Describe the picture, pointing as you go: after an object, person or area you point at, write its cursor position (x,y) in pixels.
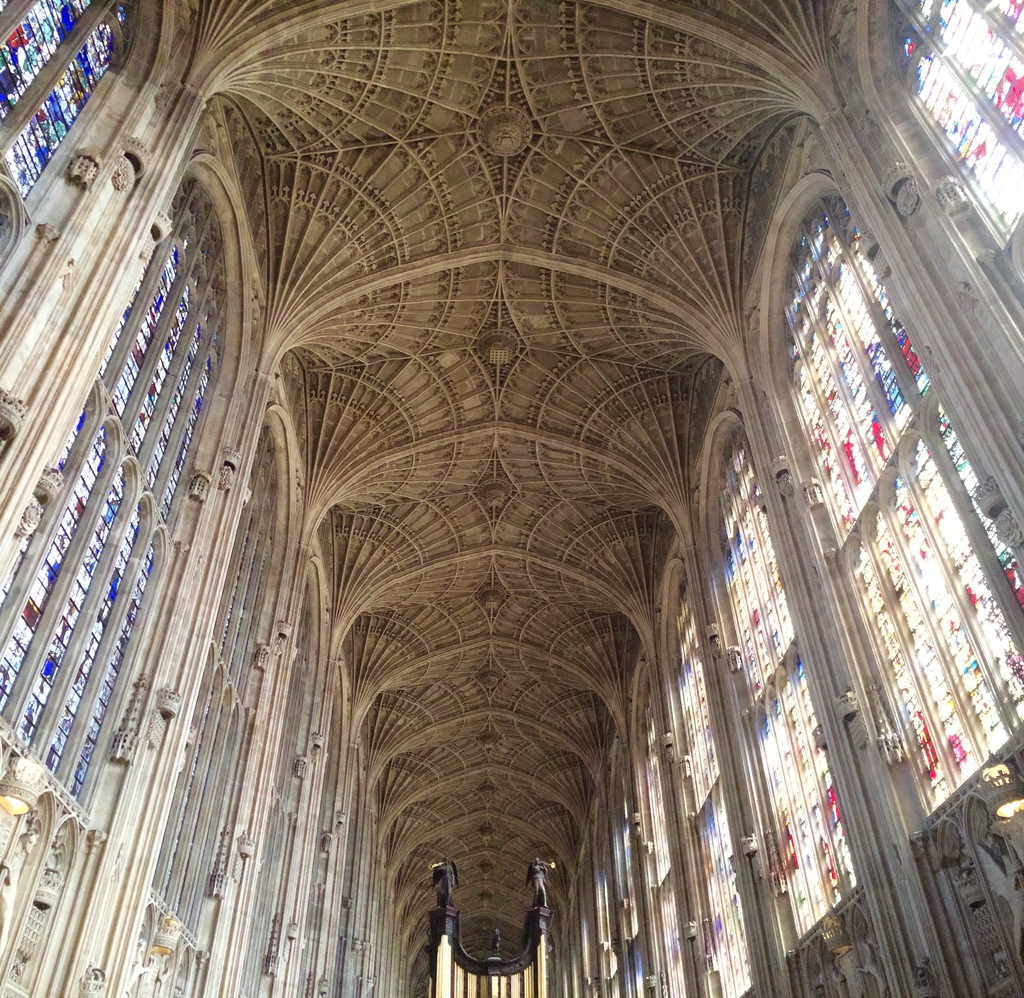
This image is clicked inside a room (522,765). On the either sides of the image there are walls (298,691). There are glass windows (847,446) on the walls (154,827). There are prints (187,435) of a few people (914,628) and a few objects (137,342) on the windows (896,677). At the bottom (498,943) there are sculptures (494,936) on a pillar (476,970). At the top (438,208) there is a ceiling (448,376).
